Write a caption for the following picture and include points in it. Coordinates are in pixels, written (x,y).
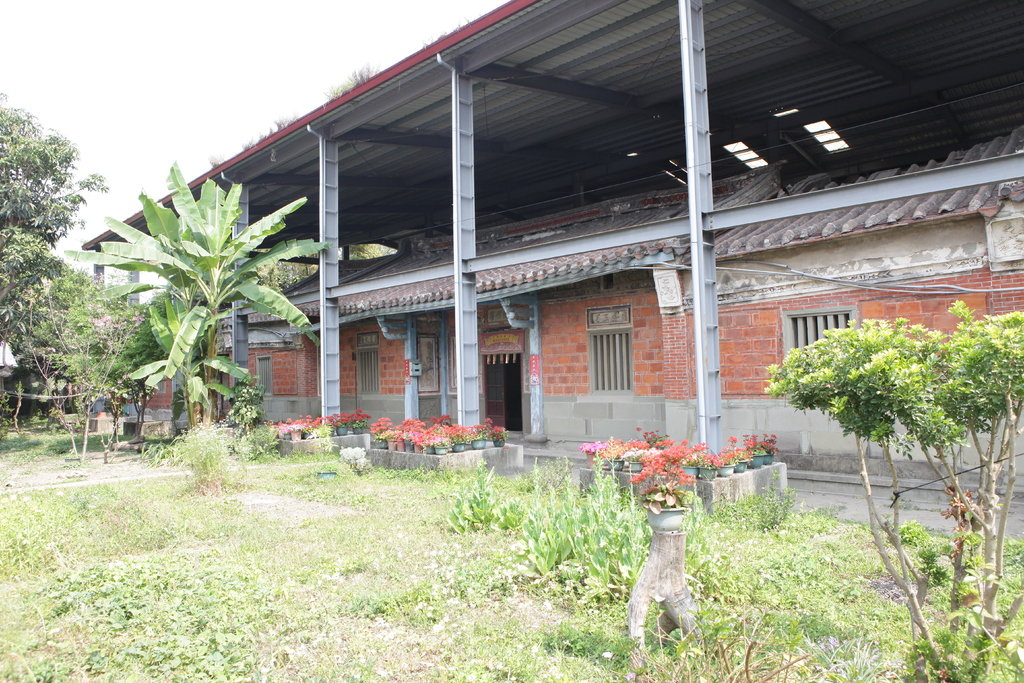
In the picture we can see a grass surface (14,571) on it, we can see some plants (758,682), banana tree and some trees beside it and besides the trees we can see a huge shed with pillars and under it we can see a house (486,415) with some windows (591,336) and some plants (408,436) near it and in the background (39,114) we can see a sky (224,52).
